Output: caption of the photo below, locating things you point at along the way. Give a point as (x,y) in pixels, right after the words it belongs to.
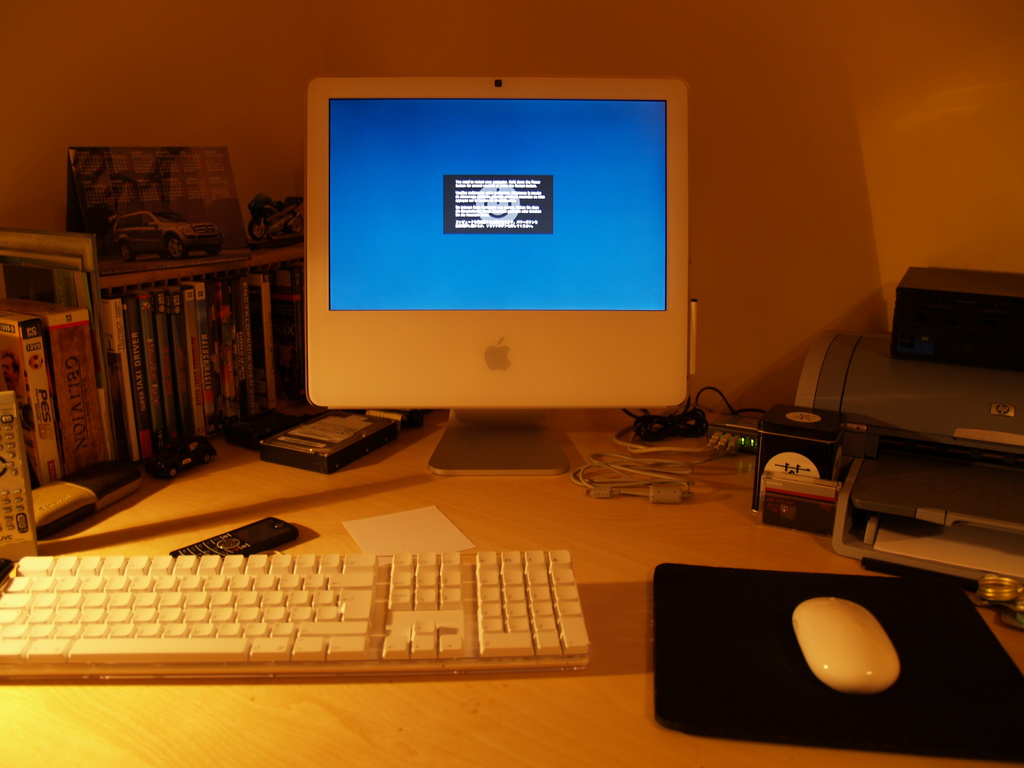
In this image we can see books (98,400), remote controller (25,472), mobile phone (215,540), keyboard (255,597), monitor (473,318), mouse (820,618) and a printer (863,464) placed on the table (599,701).
